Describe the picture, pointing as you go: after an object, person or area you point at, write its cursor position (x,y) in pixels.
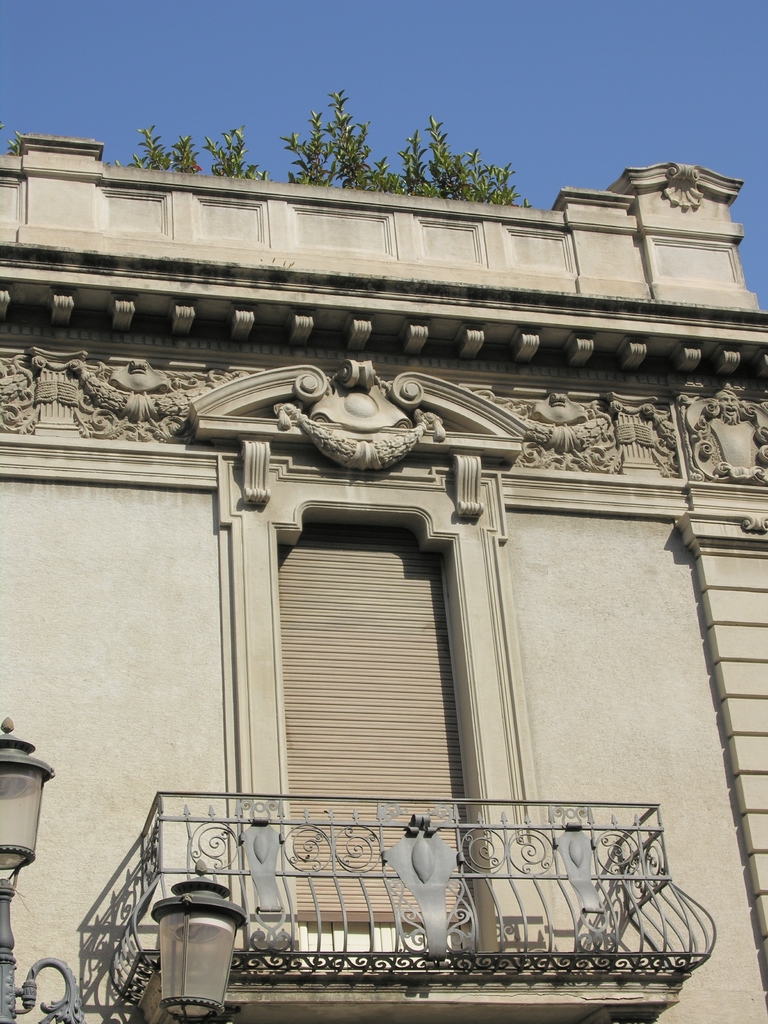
In this picture we can see a building (649,608), there are two lights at the left bottom (21,748), we can see balcony (661,958) at the bottom (442,905), there are some plants (461,164) and the sky (351,58) at the top of the picture (369,64).
